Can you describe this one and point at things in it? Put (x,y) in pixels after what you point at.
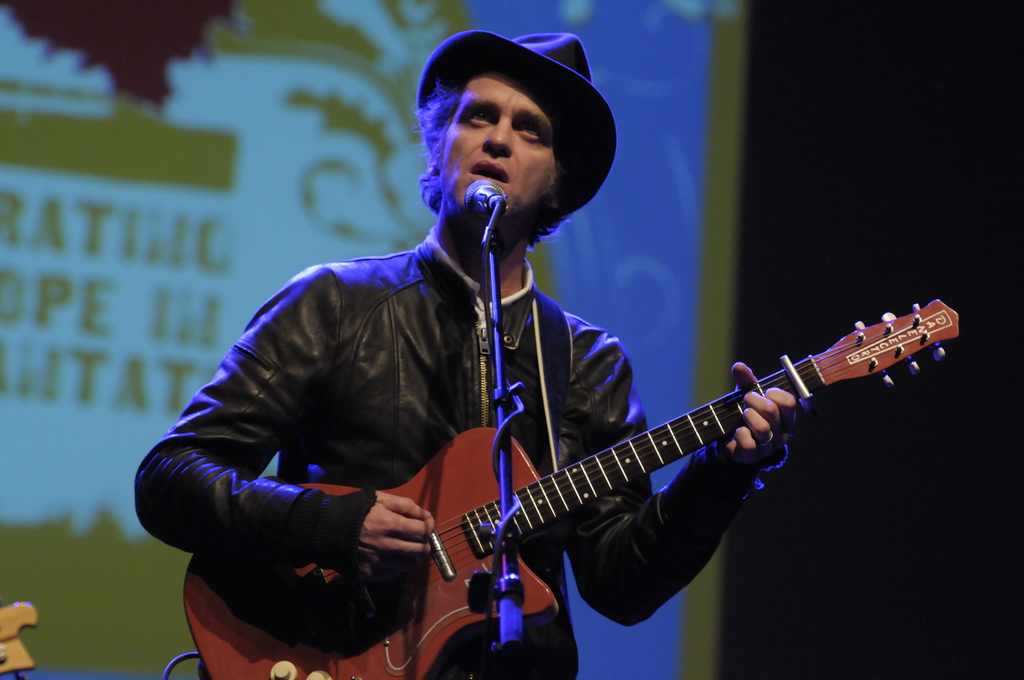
As we can see in the image, there is a man (408,430) holding guitar (383,577) in his hand (744,415) and singing on mike (487,196) and he is wearing a hat (537,68). Behind him there is a banner (246,174).
